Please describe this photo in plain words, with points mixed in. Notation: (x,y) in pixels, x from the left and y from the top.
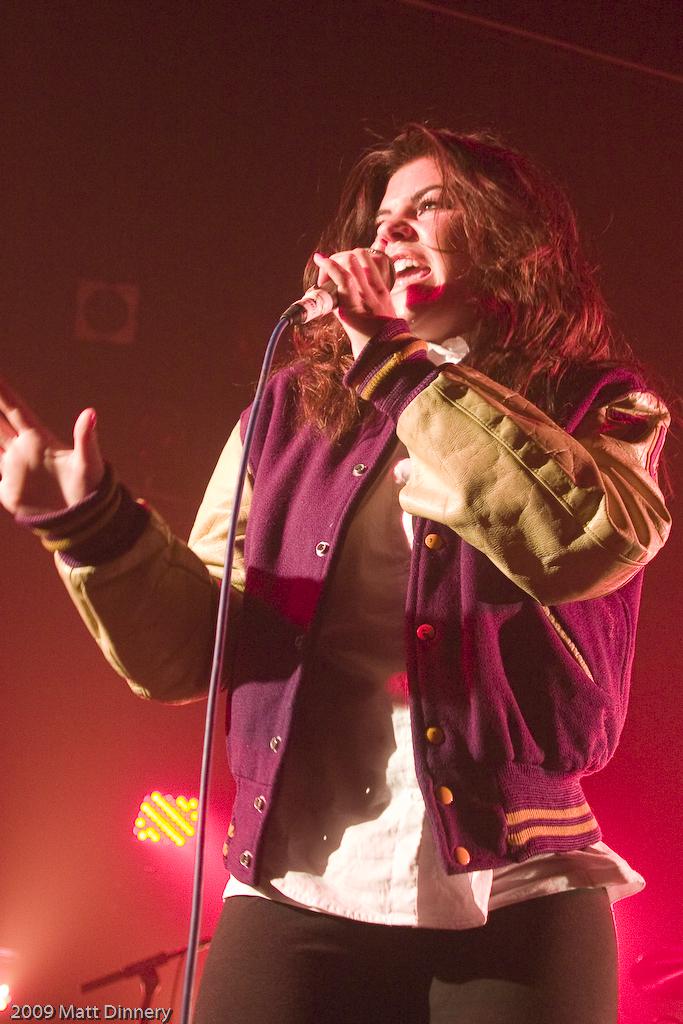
In this picture we can see a person (387,559) holding a microphone (375,251) and singing. We can see a stand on the left side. There are colorful lights (3,1006) and a few objects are visible in the background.
